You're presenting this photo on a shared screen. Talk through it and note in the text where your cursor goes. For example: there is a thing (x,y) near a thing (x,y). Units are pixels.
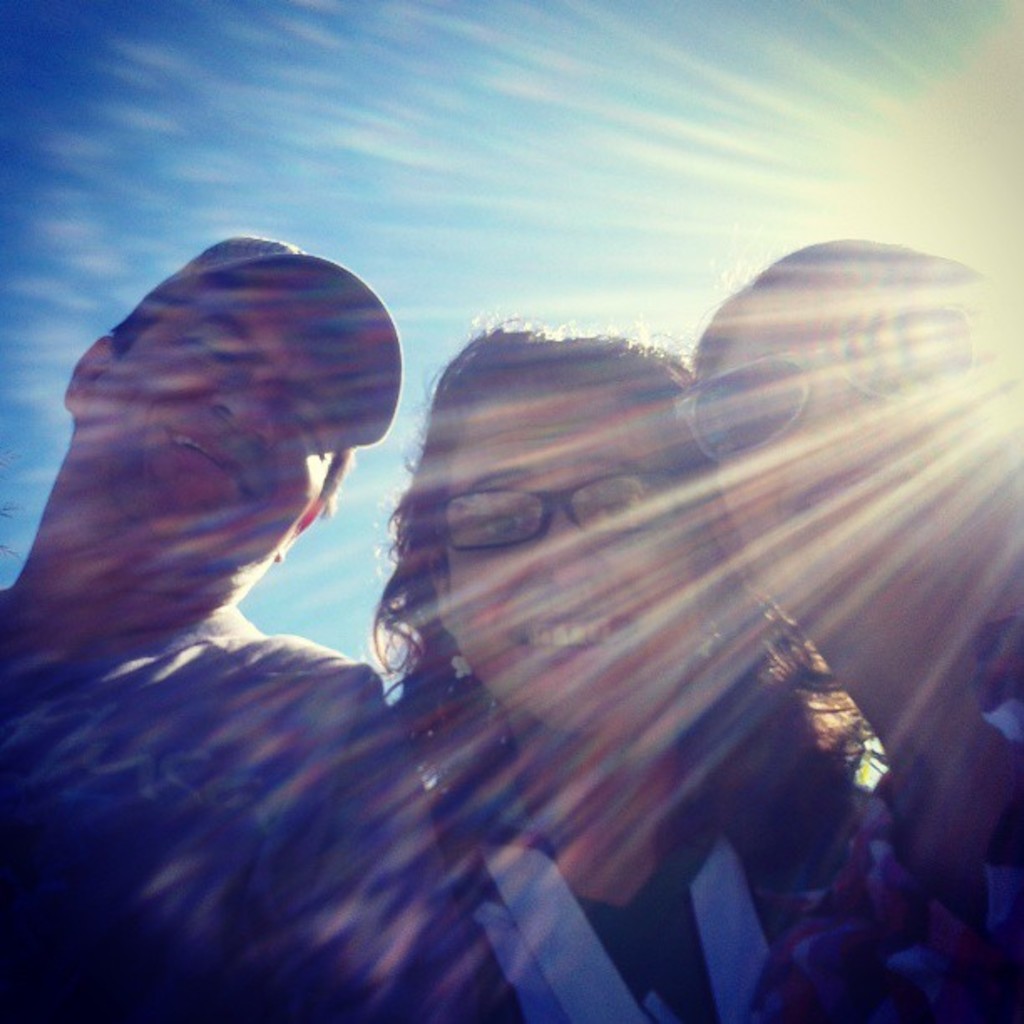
In this image I can see the group of people (491,819) with dresses (425,822). I can see one person (511,545) with the specs (575,493) and an another person (733,390) with the goggles (887,372). I can see the sky (307,94) in the back (238,90).
